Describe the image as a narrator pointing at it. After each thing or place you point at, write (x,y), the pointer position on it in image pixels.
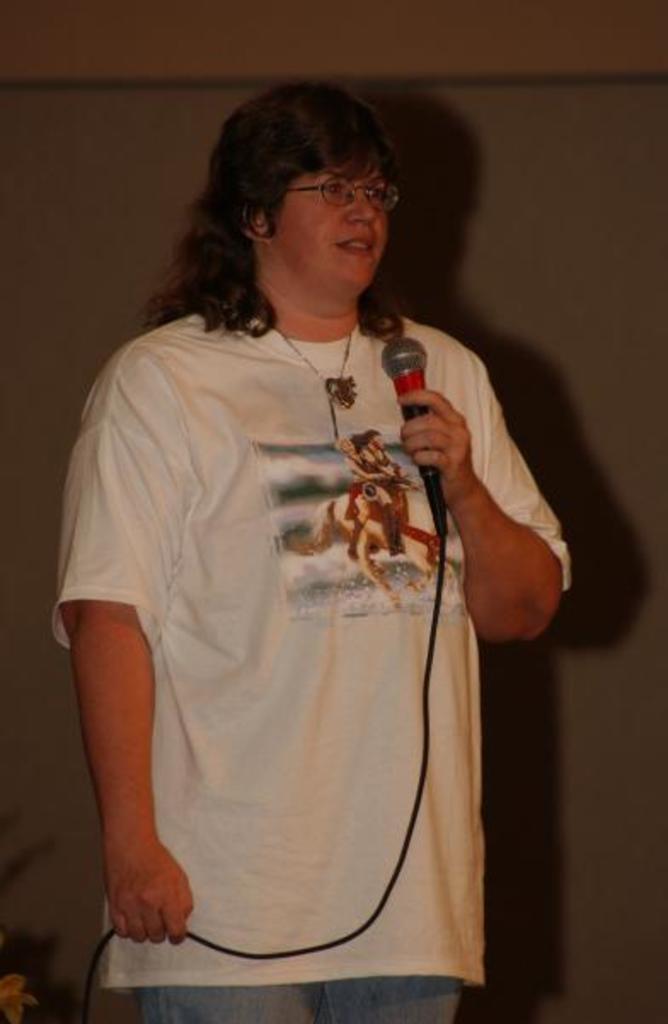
In the image there is a woman (259,673) she is wearing white t-shirt (377,468) and holding a mic (432,473) in her hand (453,467), she is speaking something and there is a wall (33,48) behind the woman (97,716).
